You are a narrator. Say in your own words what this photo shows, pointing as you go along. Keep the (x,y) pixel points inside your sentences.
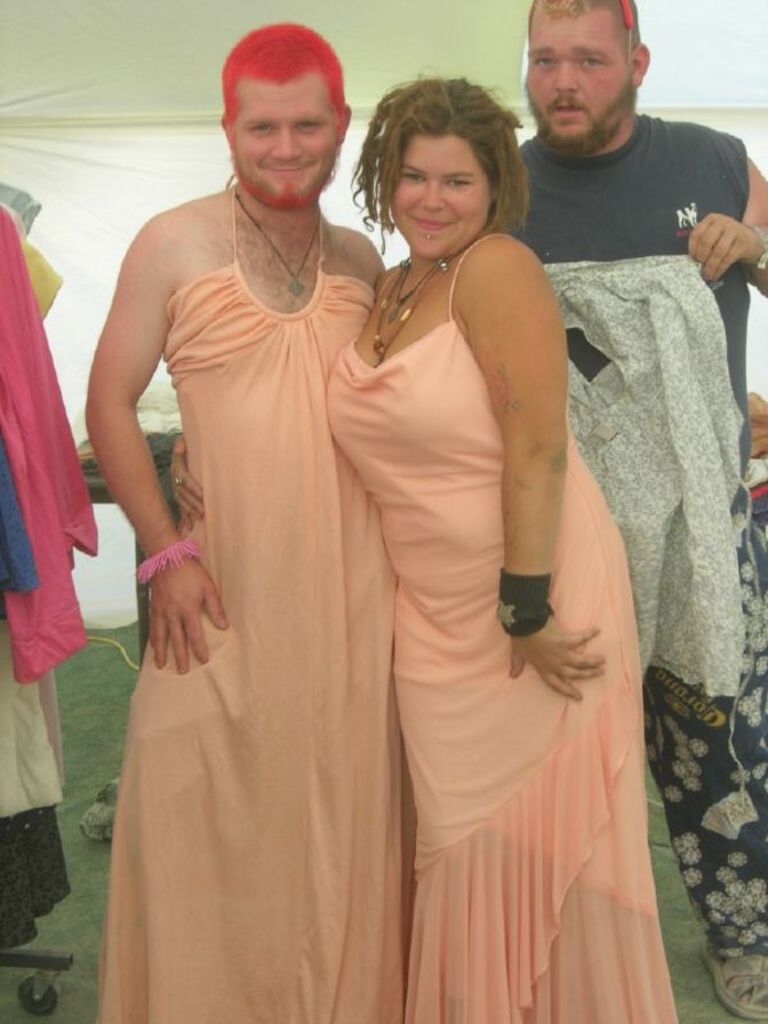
In this picture we can see three persons (360,436) are standing, two persons (533,309) in the front (360,425) are smiling, a man (670,195) on the right side (696,330) is holding a cloth (661,327), on the left side (27,429) there are some clothes (18,476).
